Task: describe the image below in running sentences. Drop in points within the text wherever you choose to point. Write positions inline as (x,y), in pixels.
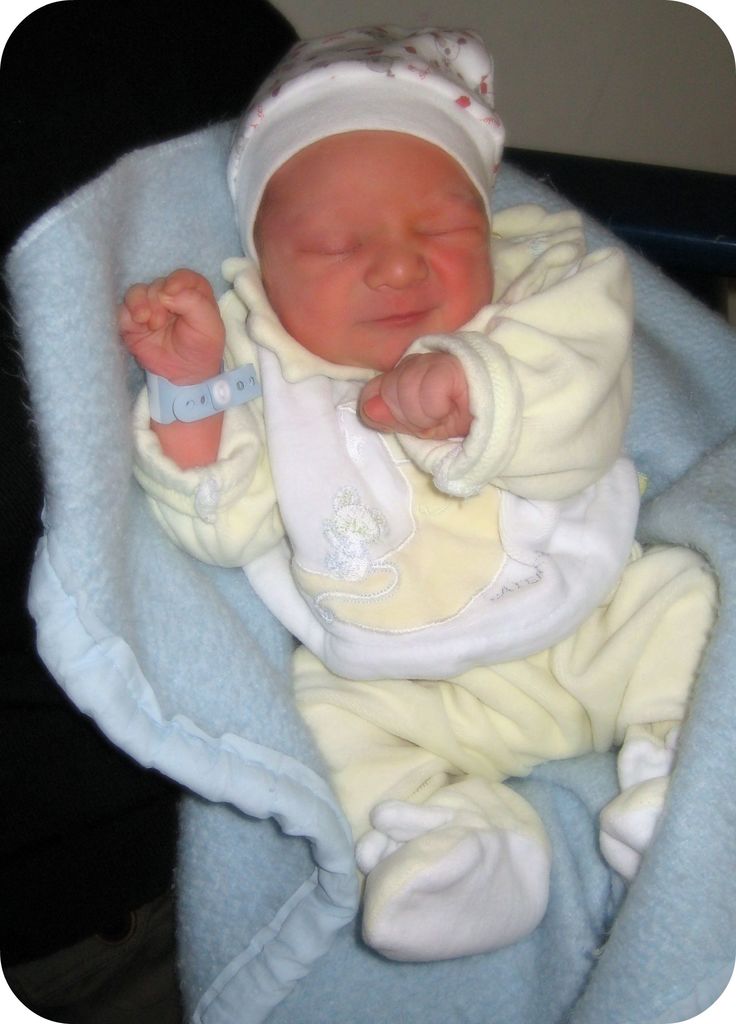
In this image a baby (361,754) is on a cloth (336,820). Baby (445,540) is wearing yellow dress (444,550). He is wearing a cap (281,144). Behind him there is a wall (477,10).
